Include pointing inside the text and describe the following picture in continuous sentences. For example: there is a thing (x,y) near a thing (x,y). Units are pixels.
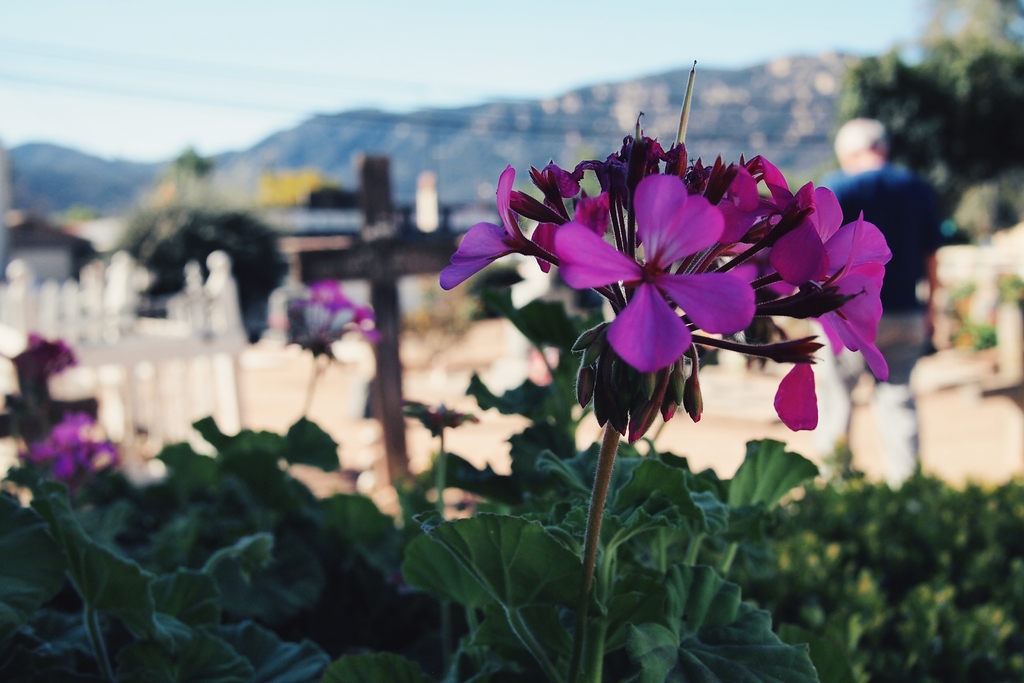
As we can see in the image there are plants (418,538), flowers (635,411), trees (215,220), a person (903,224) wearing blue color dress (909,232) and standing. In the background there are trees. At the top (527,25) there is sky (677,14).
